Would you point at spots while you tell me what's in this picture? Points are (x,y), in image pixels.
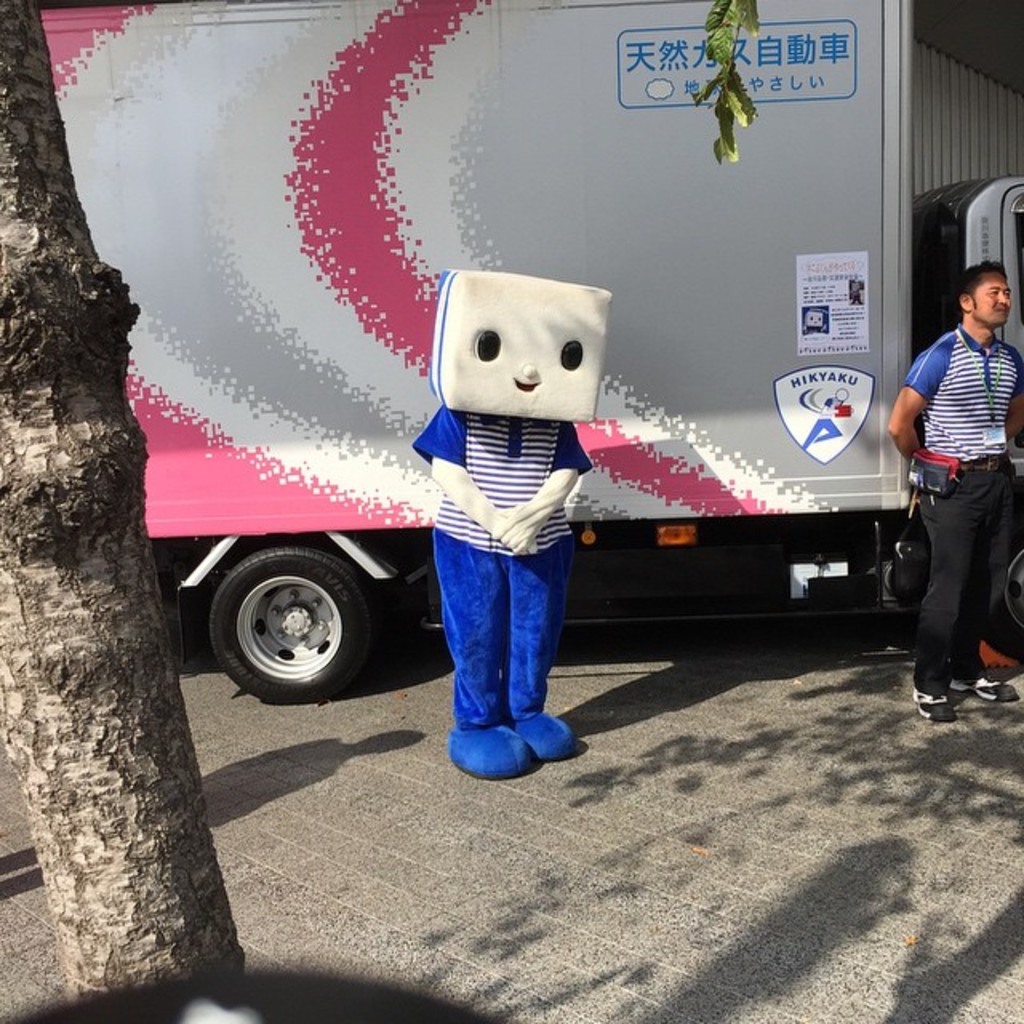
In the middle of the picture (456,518), we see a person (459,496) in mascot costume (560,565) is standing. Behind him, we see a vehicle (353,347) parked on the road (341,702). On the right side (968,393), we see the man (953,389) in white and blue T-shirt (948,372) is standing. On the left side (9,91), we see the stem (186,923) of the tree (91,685). It is a sunny day.
